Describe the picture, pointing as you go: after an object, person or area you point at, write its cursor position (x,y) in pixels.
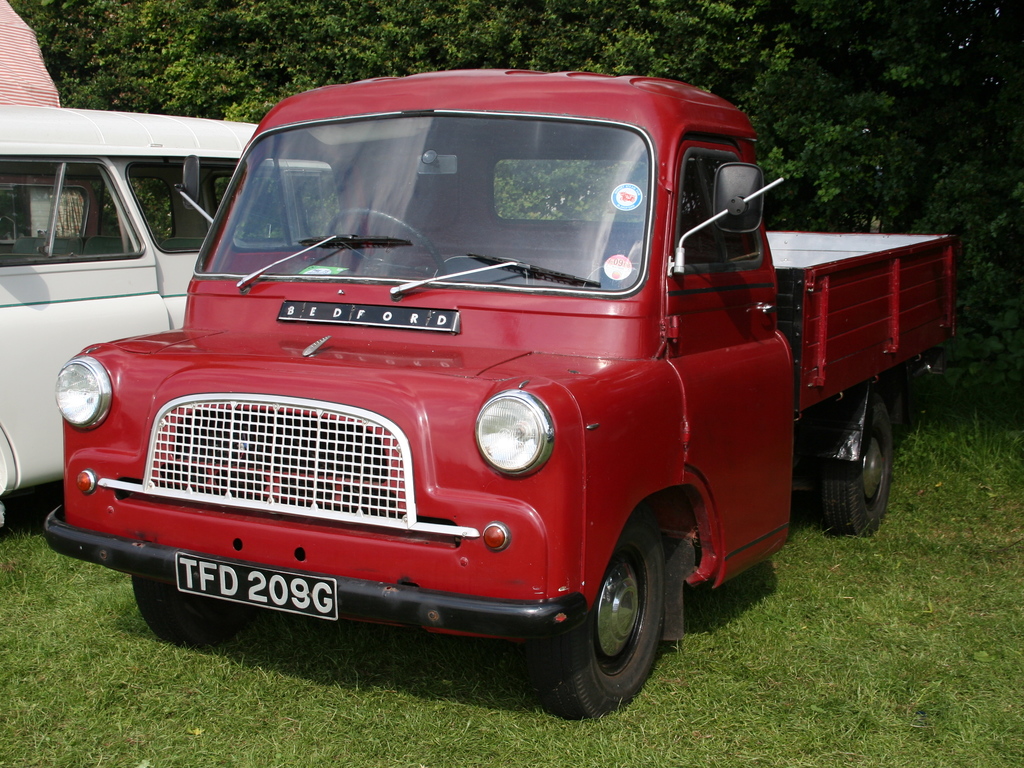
In this image I can see vehicles (264,300) on the ground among them this vehicle (432,417) is red in color. In the background (435,54) I can see trees (800,160) and the grass (919,589).
